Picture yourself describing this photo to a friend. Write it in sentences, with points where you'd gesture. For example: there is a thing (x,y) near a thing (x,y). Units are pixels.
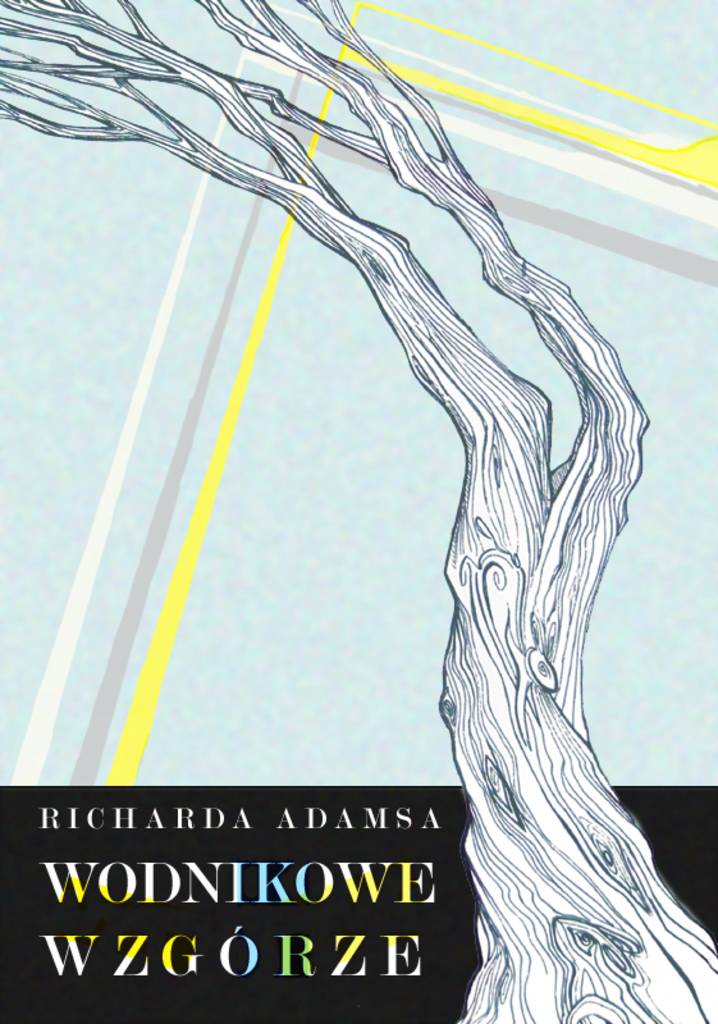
I can see in this image a painting (472,495) of a object (547,661) with a couple of names (341,958) on it.
